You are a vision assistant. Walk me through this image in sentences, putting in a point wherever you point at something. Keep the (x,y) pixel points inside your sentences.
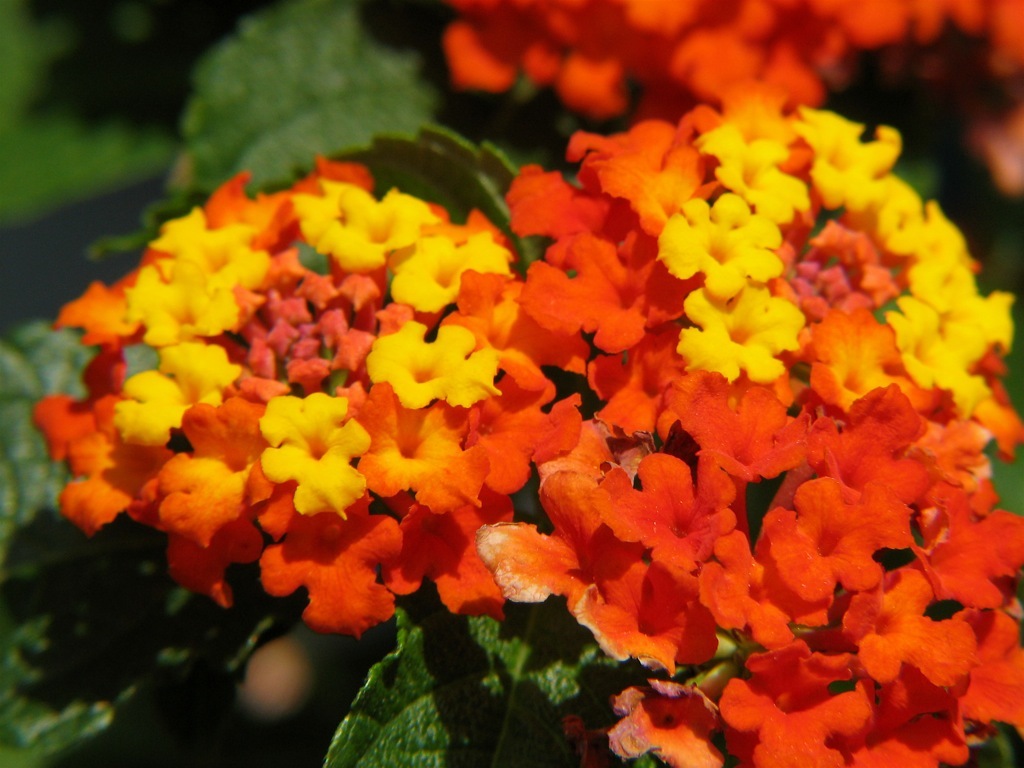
In this image we can see group of yellow and red flowers (582,437) and in the background (395,664), we can see leaves (406,686).
